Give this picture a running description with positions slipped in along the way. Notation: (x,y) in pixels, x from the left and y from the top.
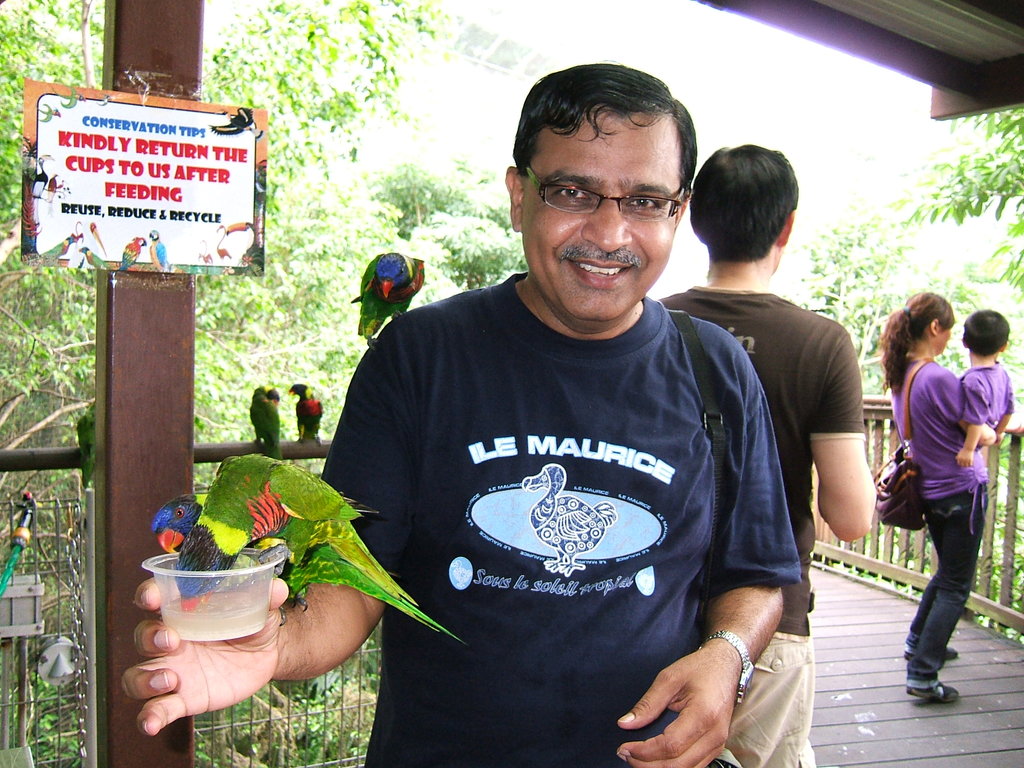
In this image there is a person (630,332) wearing a blue top (587,340). He is holding a cup (226,604) in his hand (271,658). Two birds (215,547) are on his hand (294,612). He is wearing watch (713,636) and spectacles (671,210). Behind him there is a person (799,341) wearing a brown top (800,358). Right side (941,424) there is a woman (961,430) carrying and holding a boy (972,403) in her arms (987,442). Few birds (313,431) are standing on the fence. A board (62,242) is attached to the pole (101,308). Background (14,262) there are few trees (40,399).
